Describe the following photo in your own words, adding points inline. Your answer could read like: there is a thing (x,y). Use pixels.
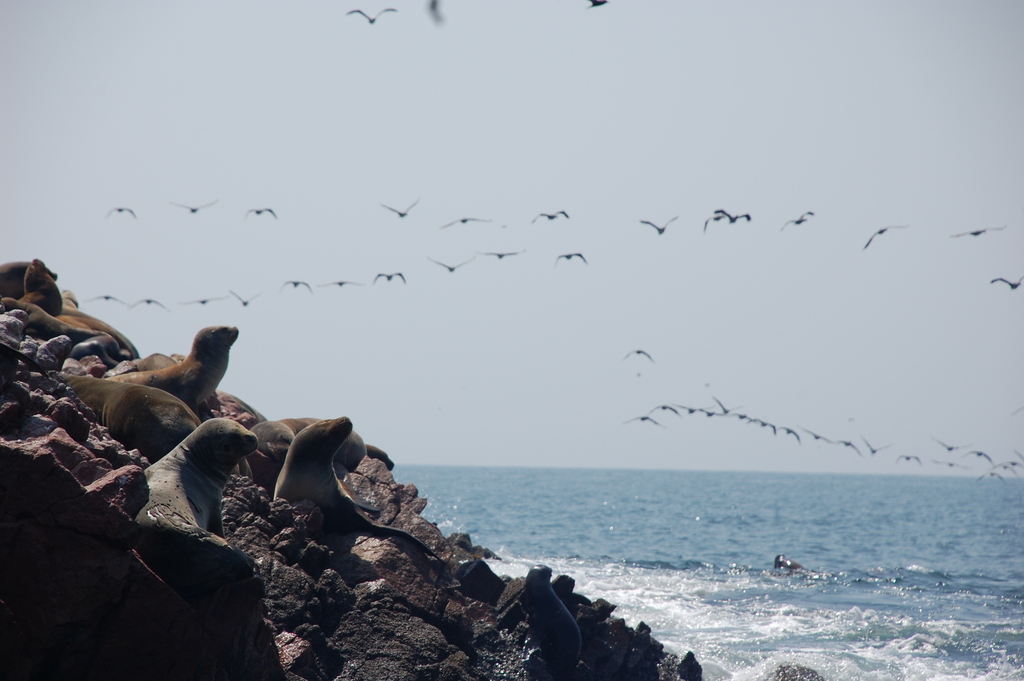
On the left side (226,507) we can see seals (217,534) on the rocks (223,651) and on the right side (735,508) we can see water (711,585) and there are birds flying in the air (420,188) and this is the sky (314,159).
